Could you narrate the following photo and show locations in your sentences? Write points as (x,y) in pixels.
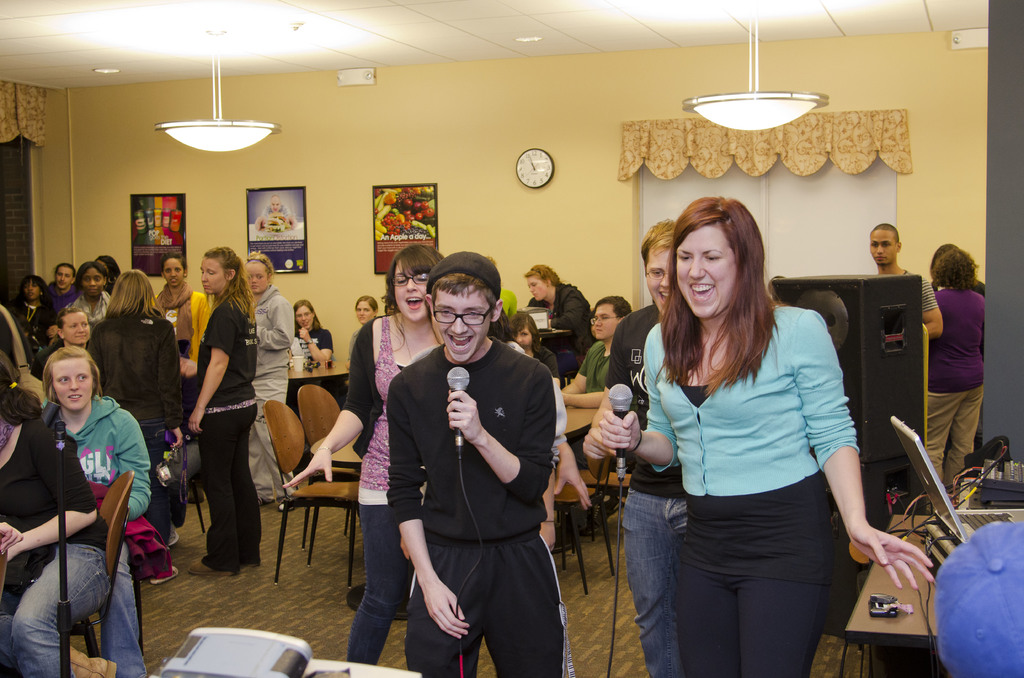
In the image in the center (507,398), we can see a few people (538,384) are standing and holding microphones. And they are smiling, which we can see on their faces (464,344). In the background (432,114) there is a wall (506,124), roof (609,24), wall clock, photo frames (293,263), windows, curtains (867,125), tables (912,601), chairs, laptops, few people (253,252) are sitting and few people (32,289) are standing.
